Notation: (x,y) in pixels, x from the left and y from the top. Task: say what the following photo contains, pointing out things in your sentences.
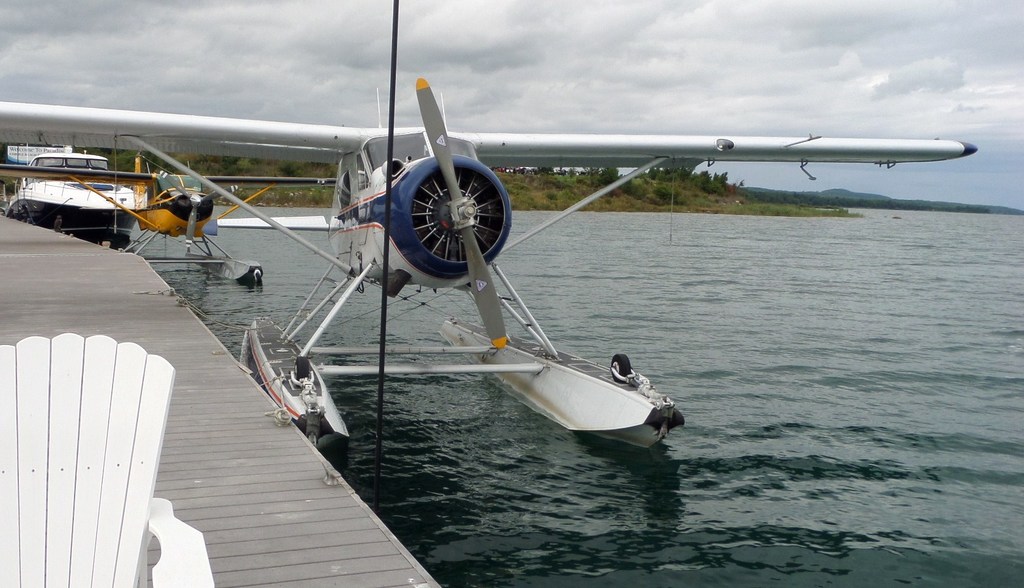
In this picture I can observe two flying boats (367,175). They are in white and yellow colors. These flying boats (176,209) are floating on the water (486,448). On the left side (82,292) there is a platform (49,279). I can observe a boat (77,186) on the left side (34,180). In the background (521,184) there are trees (627,194) and a sky (587,101) with some clouds (505,78).
